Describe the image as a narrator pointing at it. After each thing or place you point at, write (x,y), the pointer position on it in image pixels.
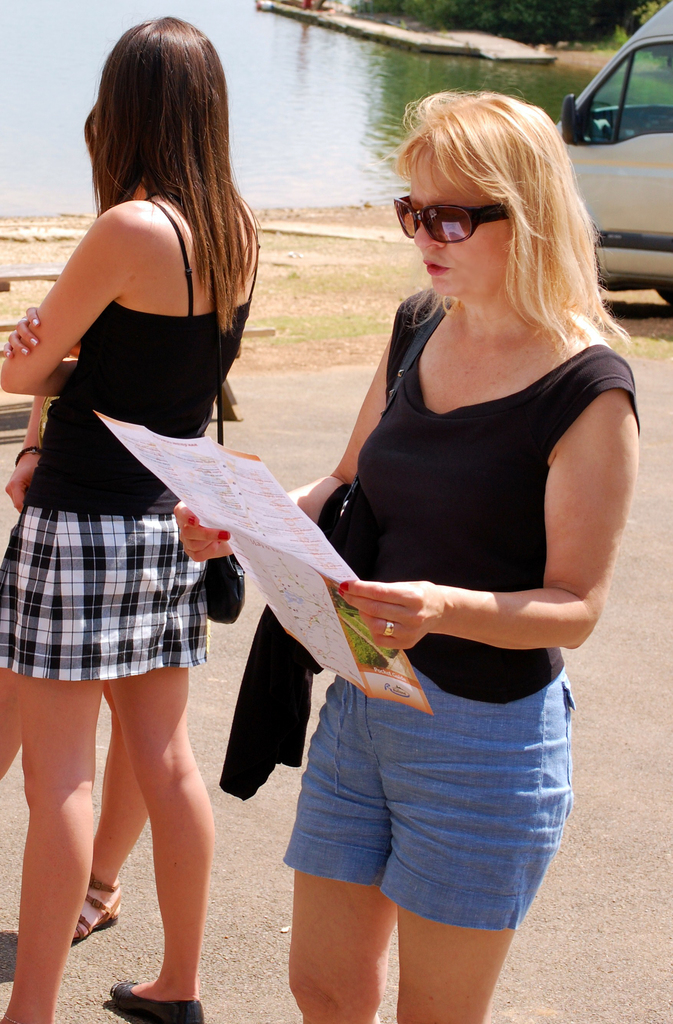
In the picture I can see people (174,430) among them the woman (511,354) on the right side (501,536) is holding a paper (343,623) in hands (355,594). The woman (444,797) is wearing shades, black color top (521,504), blue color shorts (504,829) and some other objects (282,748). In the background (670,128) I can see a vehicle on the road (220,649), the water (342,110) and some other objects (535,9).
